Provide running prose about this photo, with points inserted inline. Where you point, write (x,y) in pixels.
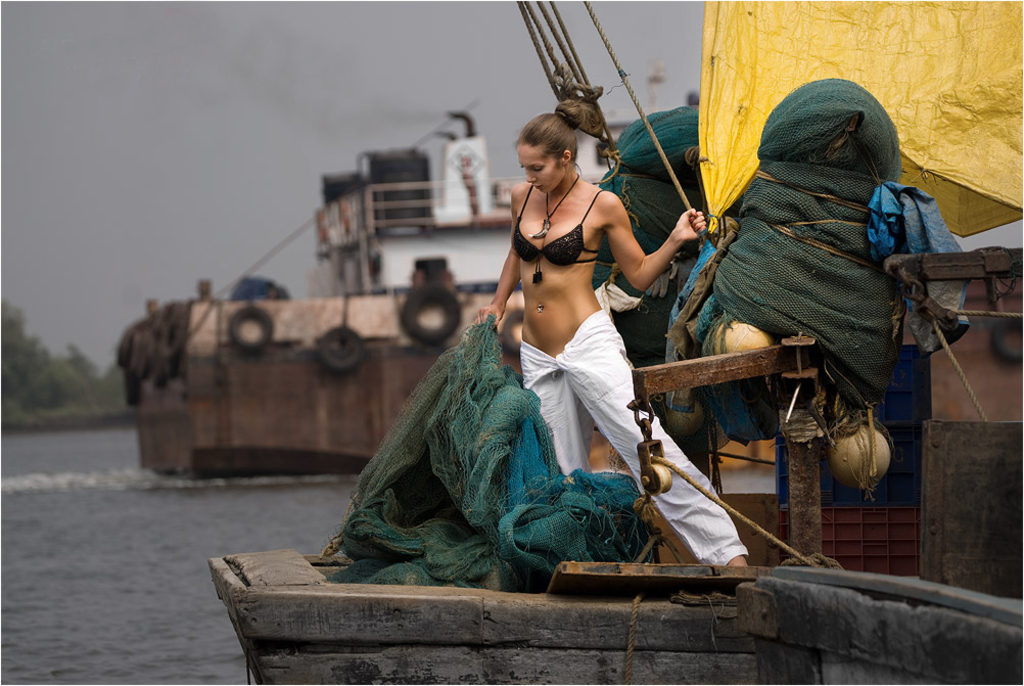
In the picture we can see a woman (584,206) standing on the boat (809,505) with inner wear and holding a rope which is to the boat (794,503) and behind it we can see another boat (239,449) with some tire tubes (262,340) tied to it in the water (128,444) and far away from it we can see some trees (57,401) and sky (305,173).
